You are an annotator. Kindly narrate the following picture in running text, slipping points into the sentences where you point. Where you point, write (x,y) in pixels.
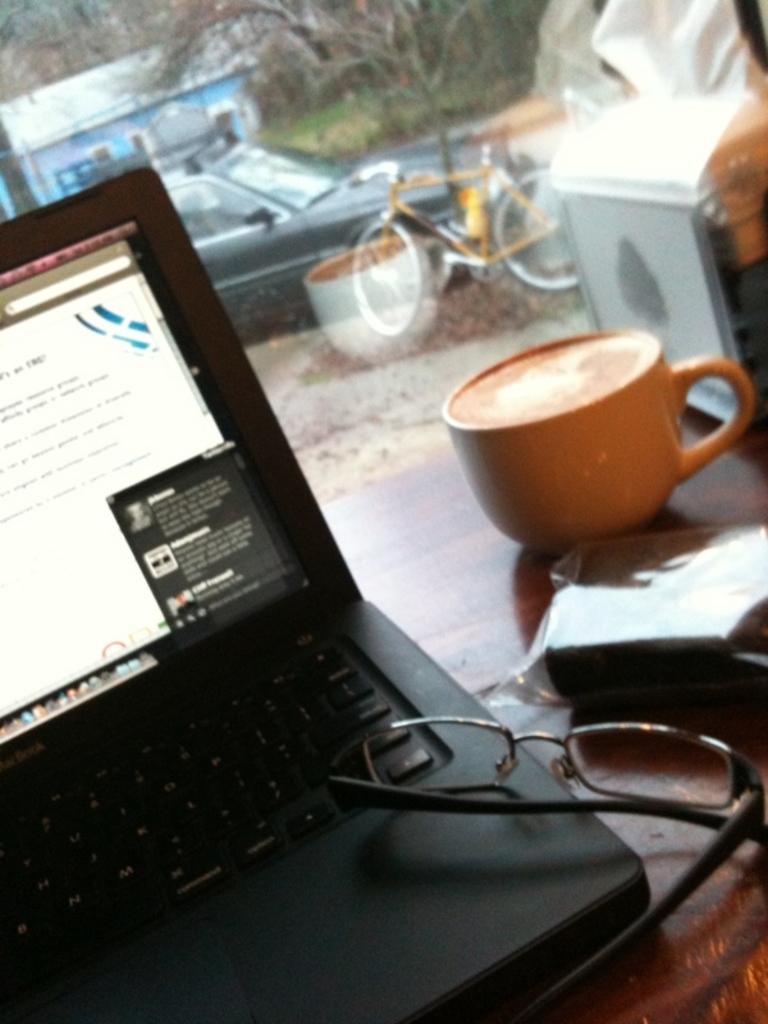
In this image, we can see a laptop (123,796) with a screen (140,535). On the right side (675,744), we can see few objects (522,740) are placed on the wooden surface (489,591). Background (287,360) there is a glass (377,308). Through the glass (377,308) we can see the outside view (460,94). Here we can see a house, vehicles (390,212) and trees (274,112).
